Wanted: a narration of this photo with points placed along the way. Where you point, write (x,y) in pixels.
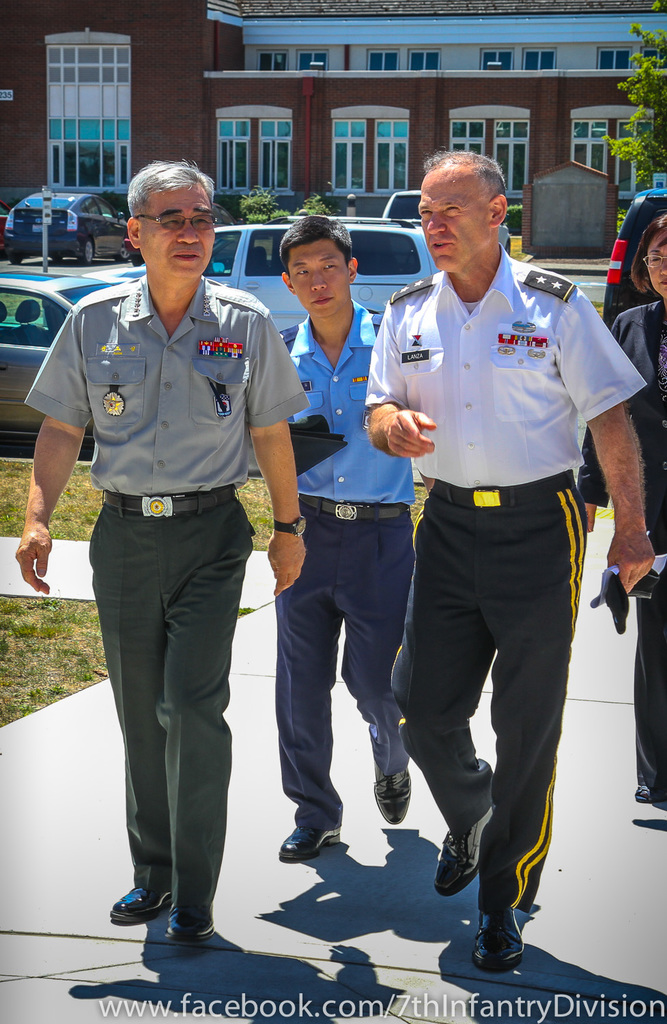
In this image there are four persons (345,457) who are walking and they are talking something, in the background (276,172) there is a building (391,173) trees (623,154) and some vehicles (100,229). At the bottom (554,890) there is grass (87,652) and a walkway (557,848).
